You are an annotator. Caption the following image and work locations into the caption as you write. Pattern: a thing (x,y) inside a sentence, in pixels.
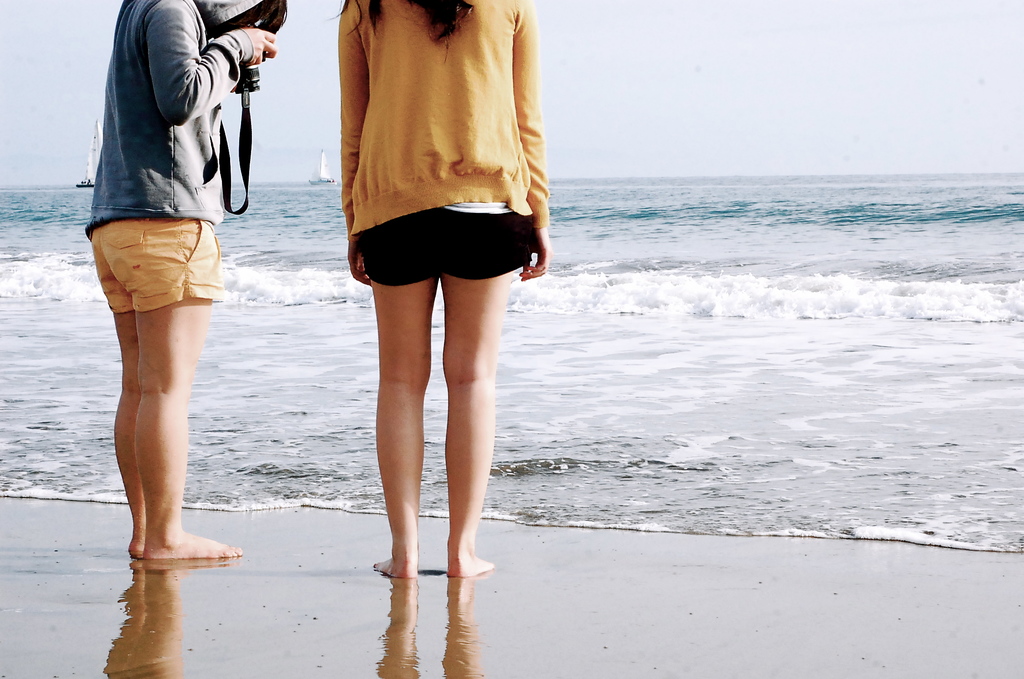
In the middle of the image (529,235) two persons (478,73) are standing. In front of them there is water (929,218). Above the water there are some ships (94,159). At the top of the image (305,151) there is sky (76,37) and he is holding a camera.
